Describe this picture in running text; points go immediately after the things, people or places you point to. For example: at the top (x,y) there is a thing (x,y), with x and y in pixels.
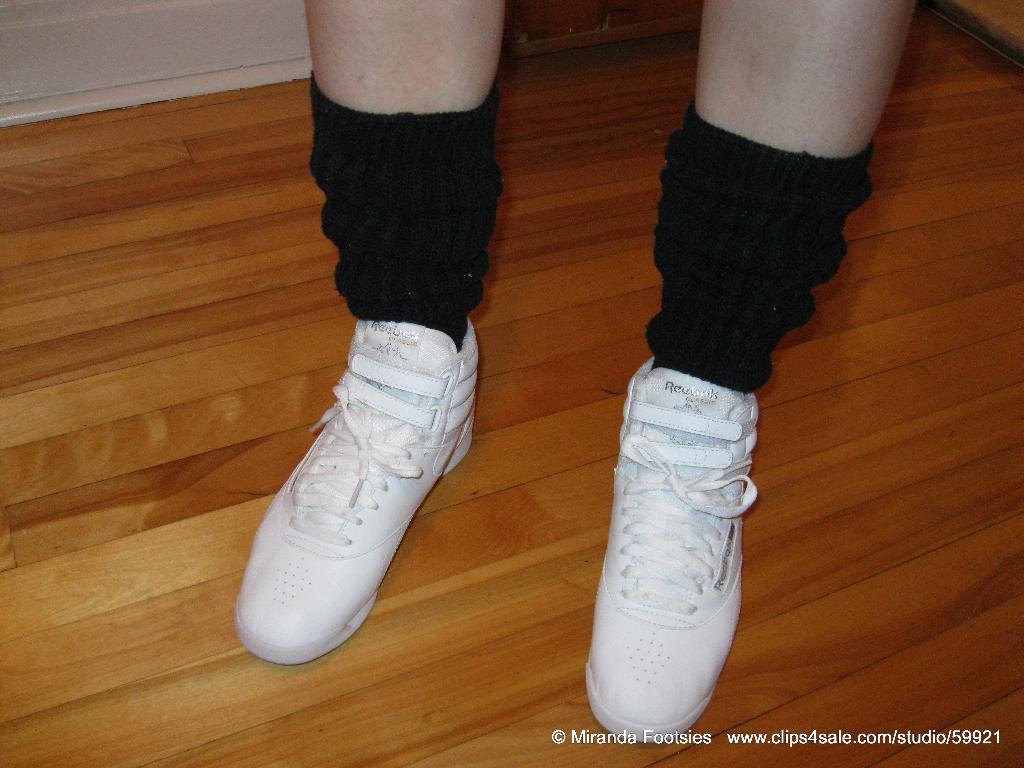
In this image I can see legs (417,63) of a person (829,79) and I can see this person (351,139) is wearing black colour socks (458,178) and white shoes (628,406). I can also see a watermark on the bottom right side of the image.
